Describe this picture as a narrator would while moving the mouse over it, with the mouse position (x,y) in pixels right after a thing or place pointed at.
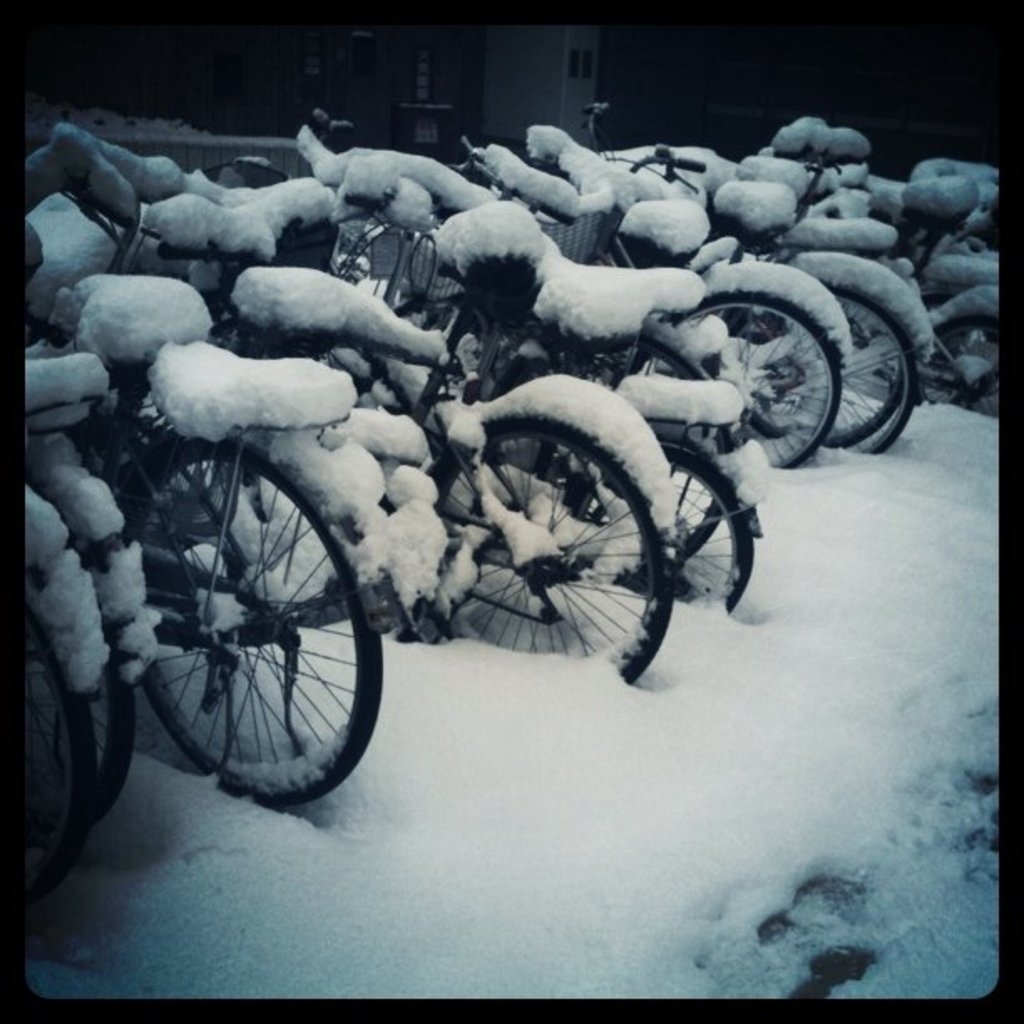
Here in this picture we can see number of bicycles (508,399) present on the ground (290,945), which is fully covered with snow (237,819) over there and we can see the bicycles (197,441) are also covered with snow (416,379) over there.
